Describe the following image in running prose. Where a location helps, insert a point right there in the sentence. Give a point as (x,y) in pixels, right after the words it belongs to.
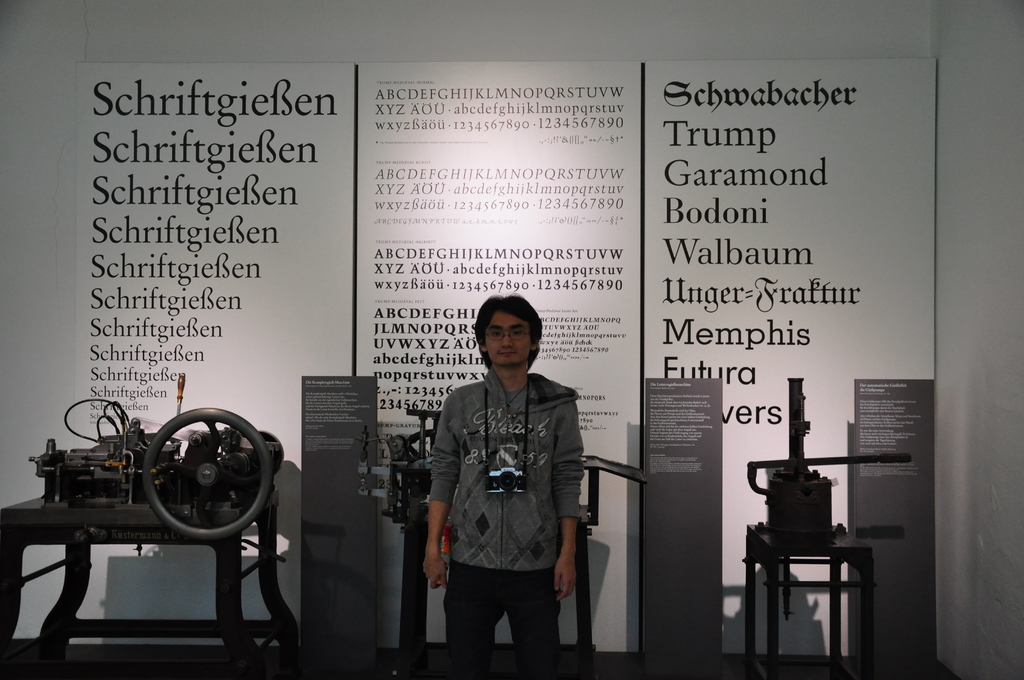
In the image there is a man (535,592) grey t-shirt (545,490) and camera (501,483) standing in the middle (532,431), behind him there are machineries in front of wall (214,247) with some text (165,101) on it.
